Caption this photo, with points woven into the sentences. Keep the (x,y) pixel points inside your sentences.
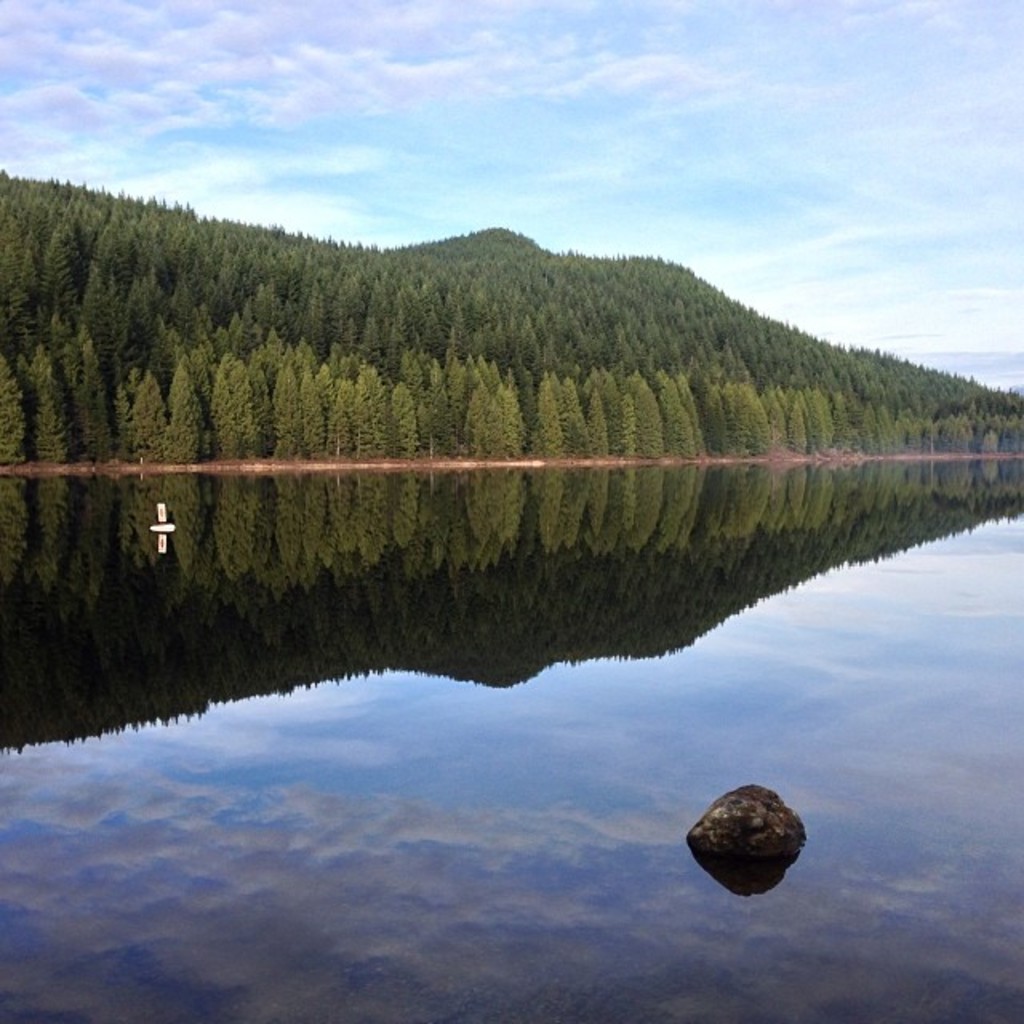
In this image there is a rock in the river (627,670), trees (540,447) and the sky (693,160). We can see the reflection (397,645) of trees (135,381) and the sky (911,569) in the river (323,576).
